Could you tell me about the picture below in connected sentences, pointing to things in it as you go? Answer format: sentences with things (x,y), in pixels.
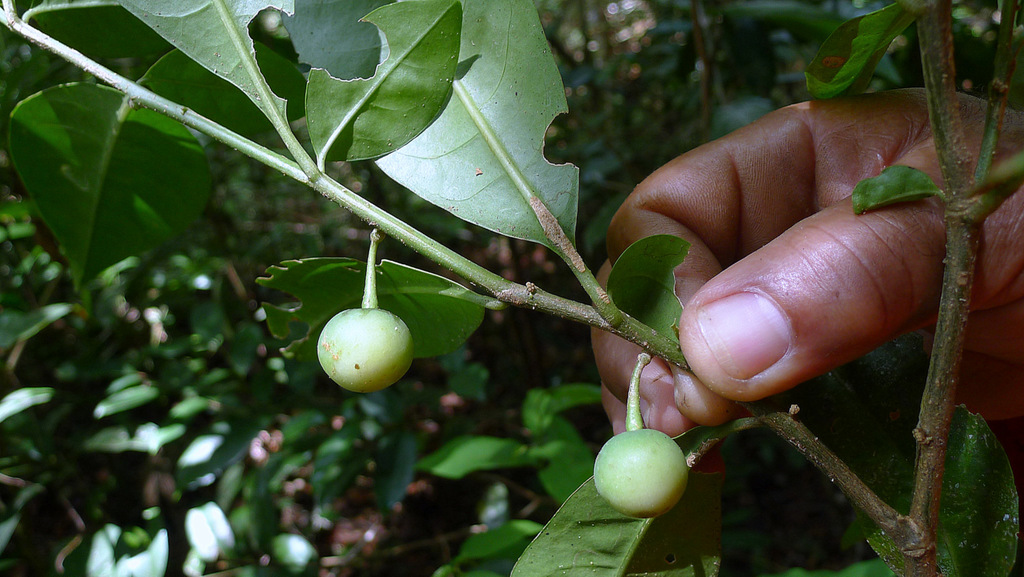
In this picture we can see a person's hand (756,288) and the person (732,308) is holding a branch (678,366). To the branch (628,328) there are leaves (361,110) and those are looking like vegetables (619,460). Behind the hand (766,260), there are plants (660,111).
